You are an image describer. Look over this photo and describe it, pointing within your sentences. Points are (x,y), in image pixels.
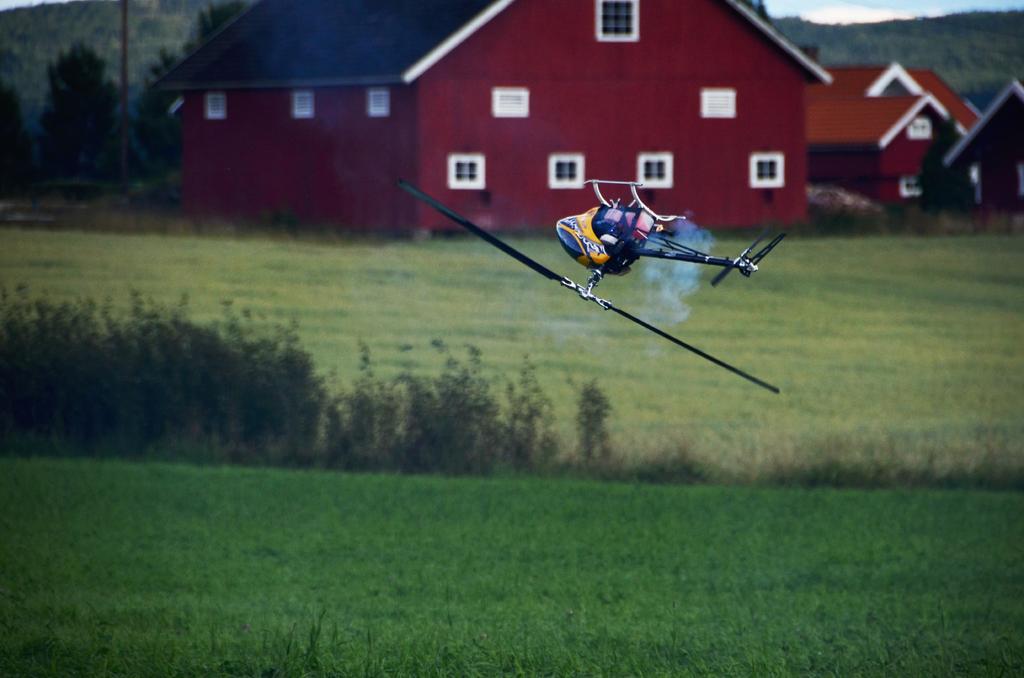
This image is taken outdoors. At the bottom of the image (490,530) there is a ground (696,550) with grass (116,281) and a few plants (311,425) on it. In the background (693,71) there are a few hills (147,66), trees (150,109) and houses (765,139) with walls (488,166), windows (467,185), doors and roofs (350,38). In the middle of the image (662,235) there is a toy helicopter (601,278) is flying in the air.
